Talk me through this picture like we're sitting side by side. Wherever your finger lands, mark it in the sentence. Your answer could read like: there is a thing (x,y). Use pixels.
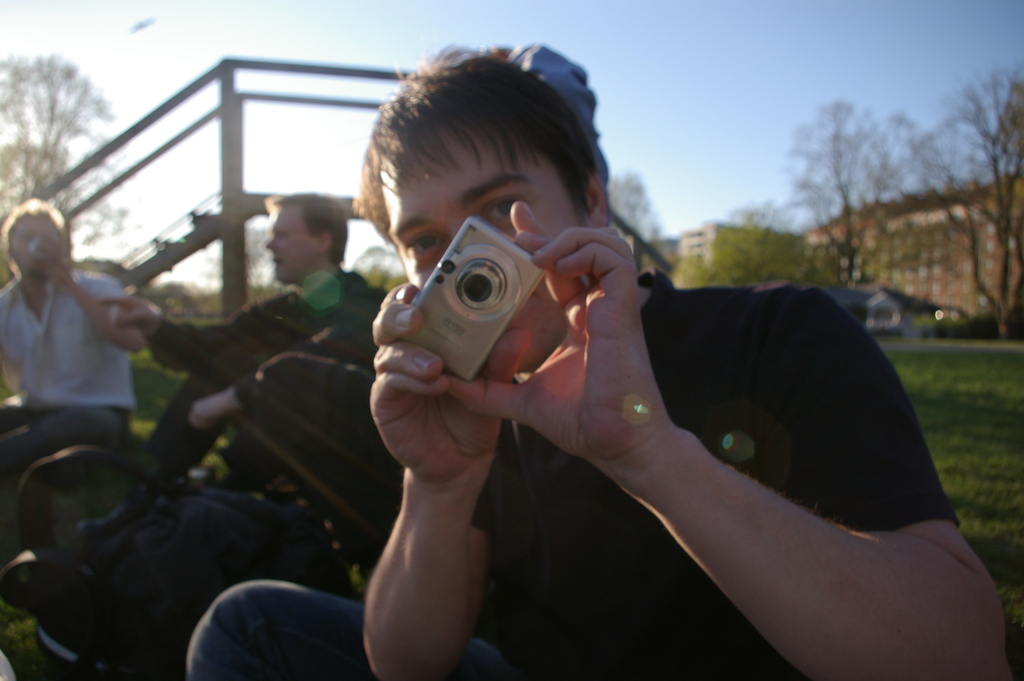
In this image there are three person (504,445) sitting in the garden (992,494). In the front (541,313) the man (514,471) is holding a camera (494,277). At the back side (901,263) we can see a building (916,255) and a tree (858,158) and a sky (812,99).
